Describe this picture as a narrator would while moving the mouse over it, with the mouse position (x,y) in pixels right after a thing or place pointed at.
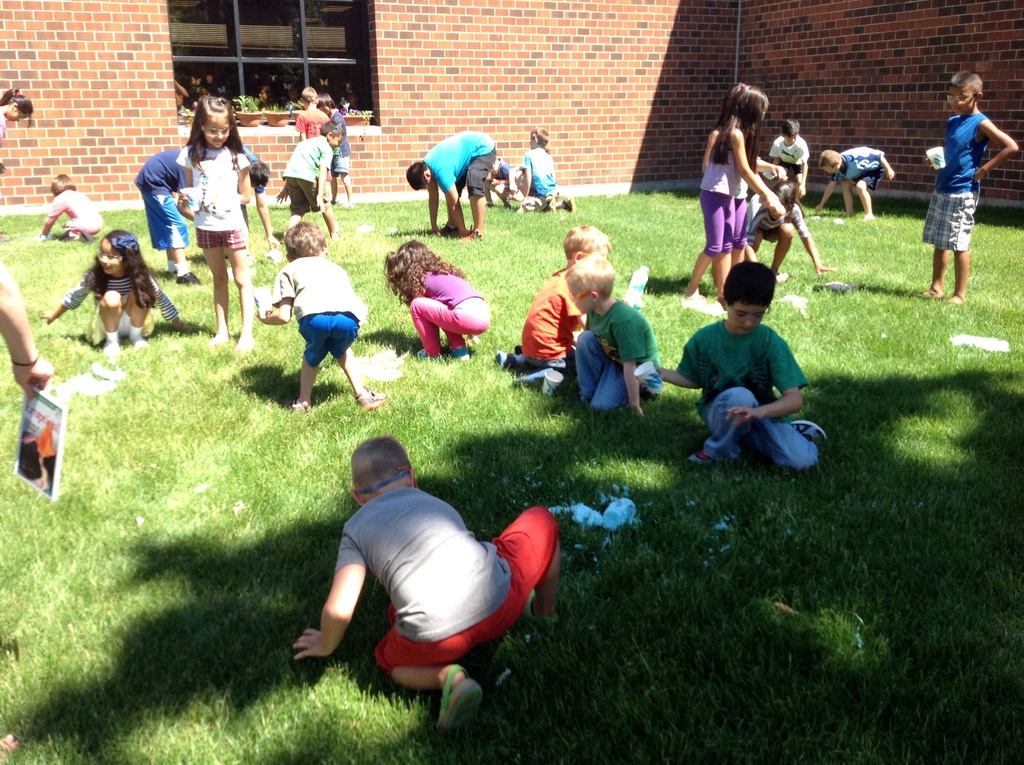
We can see kids (145,300) and this kid (738,311) holding a cup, left side of the image (35,419) we can see a book (52,421) hold with hand (45,372) and we can see grass (109,434). Background (31,42) we can see wall (394,96), window (257,84) and house plants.
